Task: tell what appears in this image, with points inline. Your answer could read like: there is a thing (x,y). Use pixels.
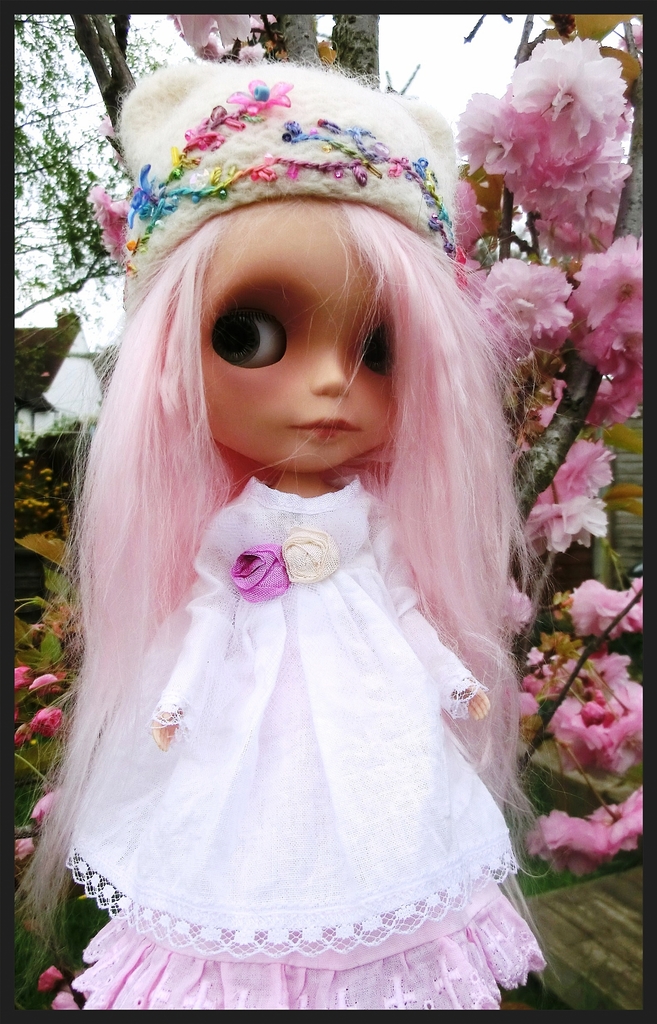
In this image I can see a doll (349,753) wearing white and pink dress (463,919). Back I can see few pink flowers (553,60), trees (524,48) and house (53,392).
